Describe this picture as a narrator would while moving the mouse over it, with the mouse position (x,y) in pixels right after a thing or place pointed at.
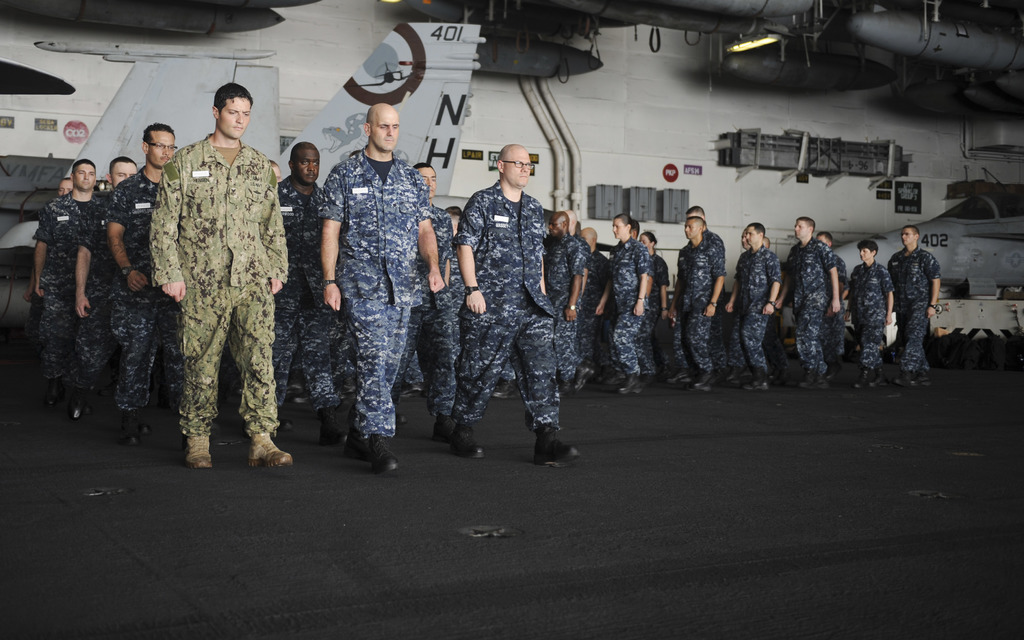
In this image we can see a few people (643,267) walking, there are some jet planes (457,30), boxes (612,189), pipes (568,177), posters (674,169) with some text (471,152) on it, which is on the wall (588,127), there is a light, wires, and some other objects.
